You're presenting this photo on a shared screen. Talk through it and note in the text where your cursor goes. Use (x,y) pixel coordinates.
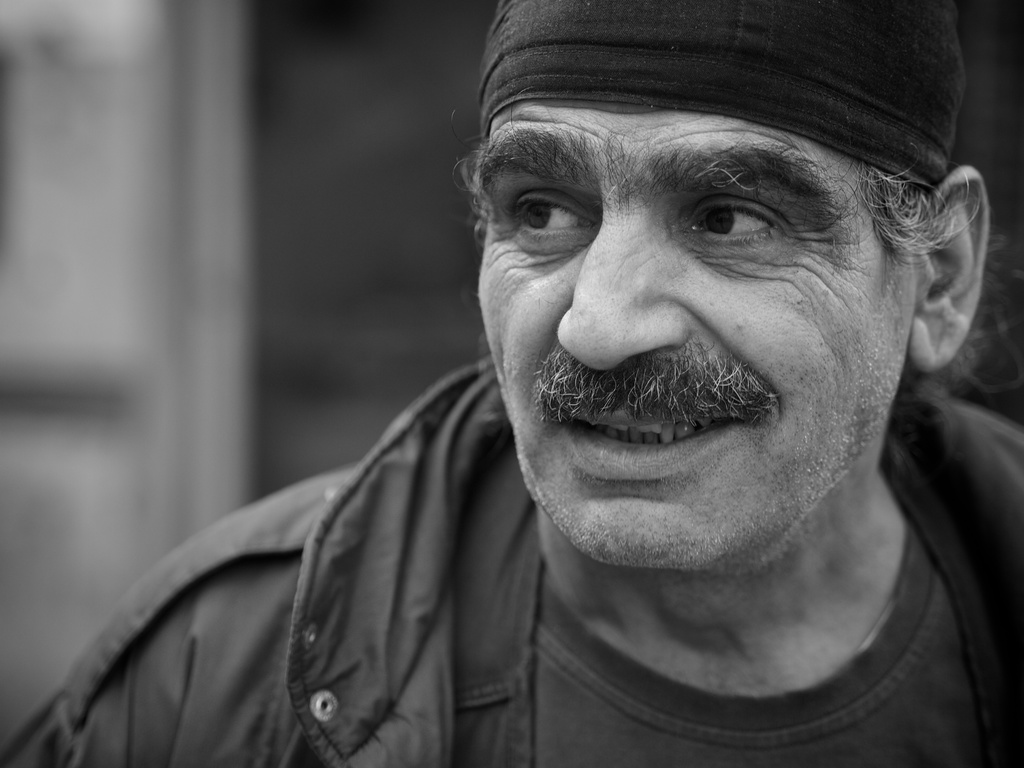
In this black and white picture there is a person (549,542) wearing a jacket (460,613) and a cap (697,55). Background (19,475) is blurry.
